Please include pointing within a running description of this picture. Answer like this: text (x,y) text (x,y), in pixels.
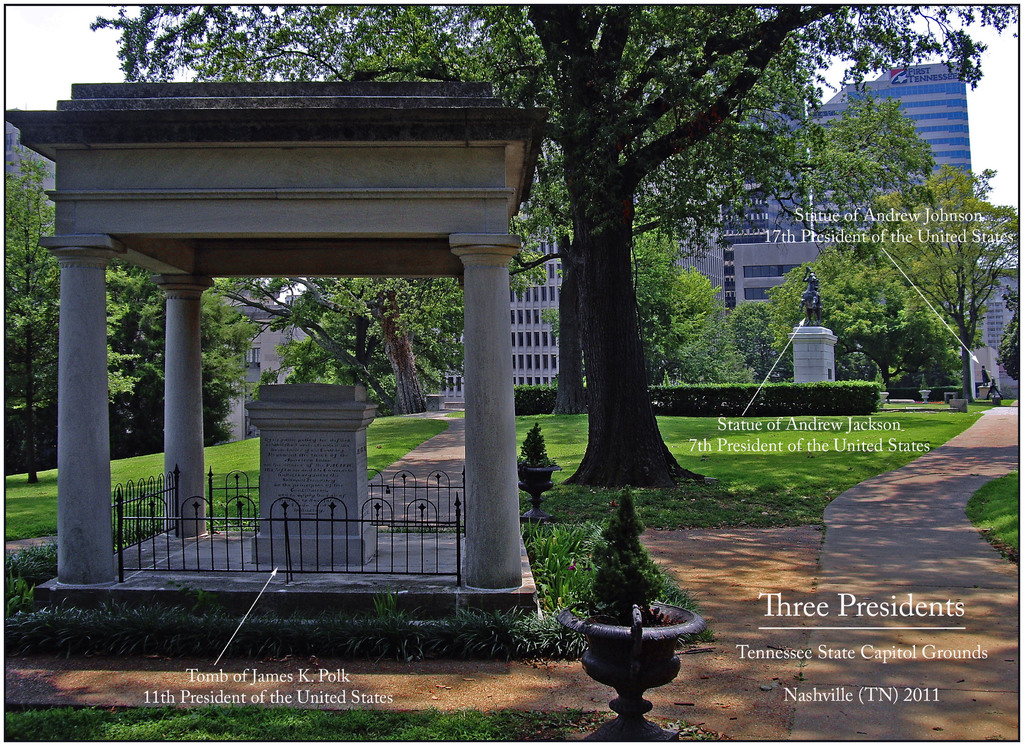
In this picture we can see a memorial (321,529) in the front (355,491), in the background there is a building (749,218), we can see grass (782,458) and trees (853,307) in the middle (655,470), we can see some plants (595,529) here, there is some text (816,425) here, we can see the sky (106,64) at the top of the picture (70,23).
